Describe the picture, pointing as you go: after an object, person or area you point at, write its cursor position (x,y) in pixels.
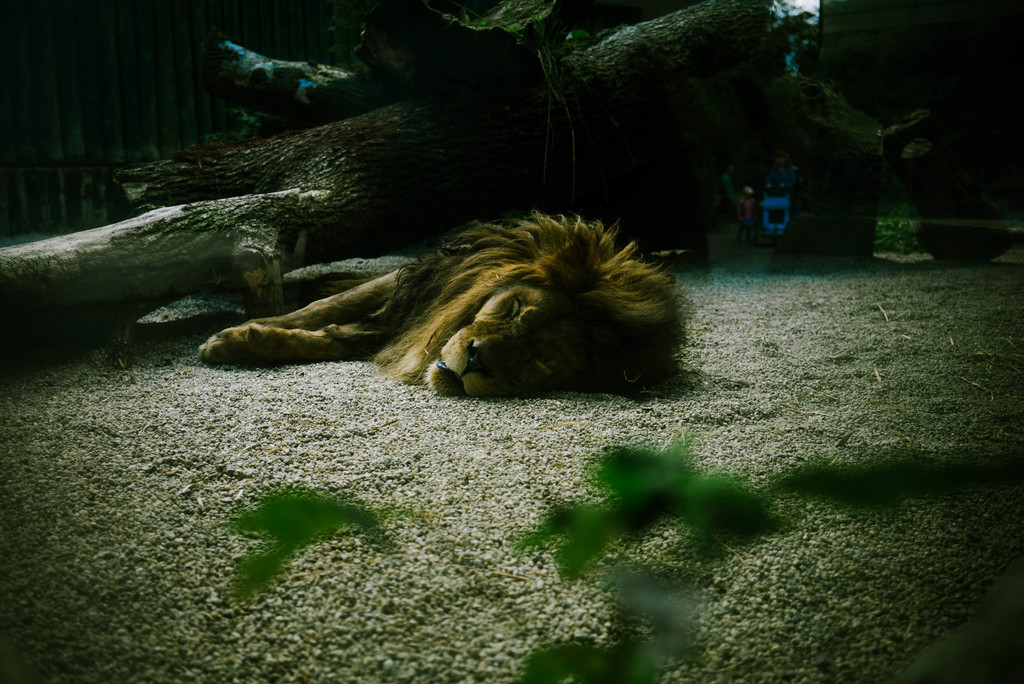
In the image there is a lion (372,295) sleeping on the ground (594,455) and behind the lion (415,293) there are wooden logs (684,78).
